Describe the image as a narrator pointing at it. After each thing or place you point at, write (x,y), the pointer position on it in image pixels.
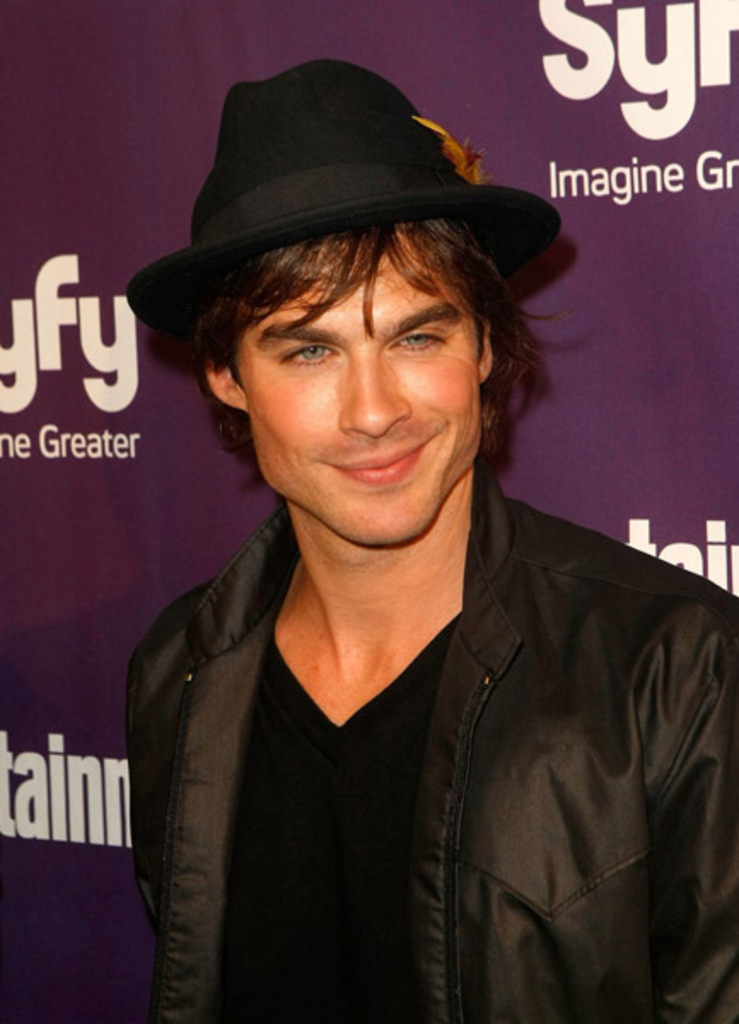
In the middle of the image (292,638), there is a person (381,716) in black color jacket (613,690), wearing black color cap (389,180) and smiling. In the background (94,823), there are white color texts (49,302) on the violet color surface (104,27).
